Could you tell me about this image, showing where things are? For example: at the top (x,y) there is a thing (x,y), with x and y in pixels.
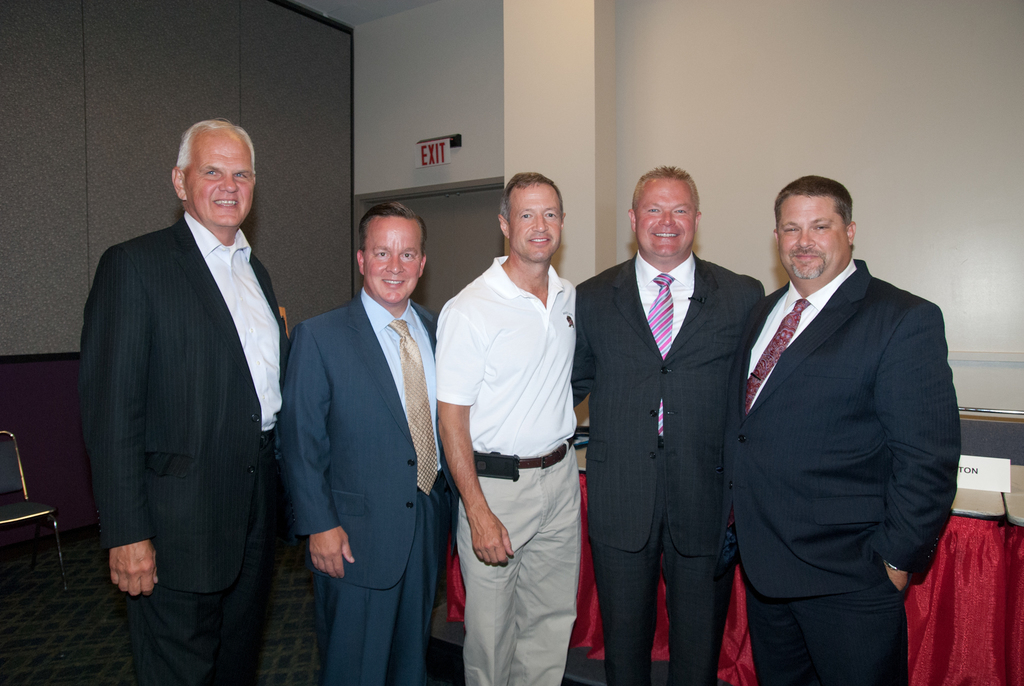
In this image I can see there are few persons (243,614) standing on the floor (79,605) and they are smiling and in the background (314,67) I can see the wall (523,67) and on the left side (20,457) I can see a chair (4,463) kept on the floor (115,655), on the right side (909,592) I can see a red color cloth (962,604).
